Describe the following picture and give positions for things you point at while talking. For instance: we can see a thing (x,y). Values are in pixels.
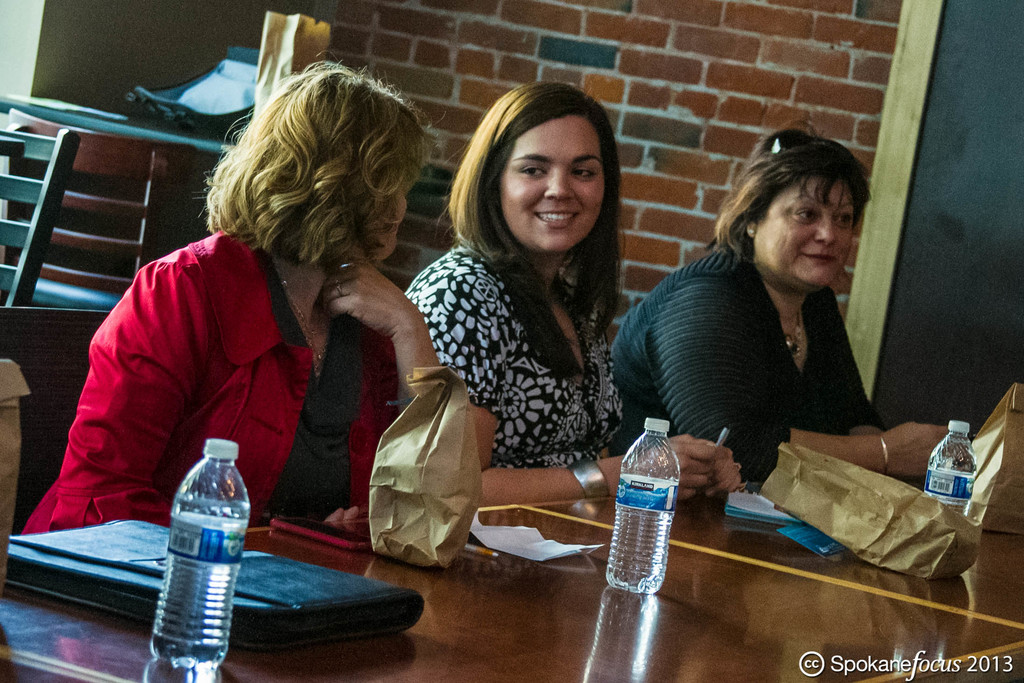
In this image, there is an inside view of a building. There are three persons (492,227) wearing colorful clothes (258,294) and sitting in front of the table (530,615). This table (669,612) contains bottles (622,494), covers (427,489) and file (305,617). There is a wall (525,32) behind these person (642,340), they are at the center of the image (667,385).
